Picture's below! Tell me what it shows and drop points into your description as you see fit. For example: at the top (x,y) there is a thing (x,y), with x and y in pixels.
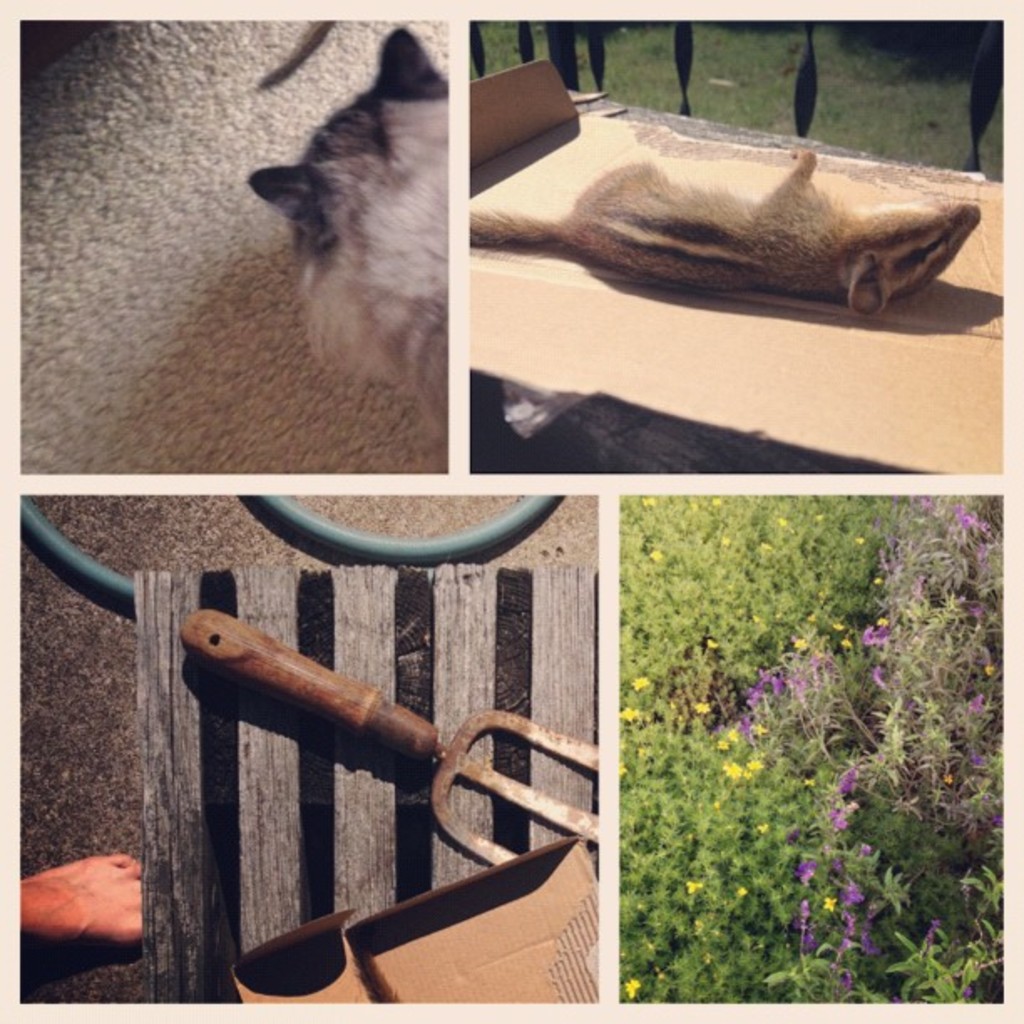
In this picture we can see a collage photos, In front (363,325) above there is a cat (374,301) and on the second image we can see a chipmunk (588,215) lying on the cardboard (792,365). Down there is a purple color flowers (846,896) on the plant (797,708).
